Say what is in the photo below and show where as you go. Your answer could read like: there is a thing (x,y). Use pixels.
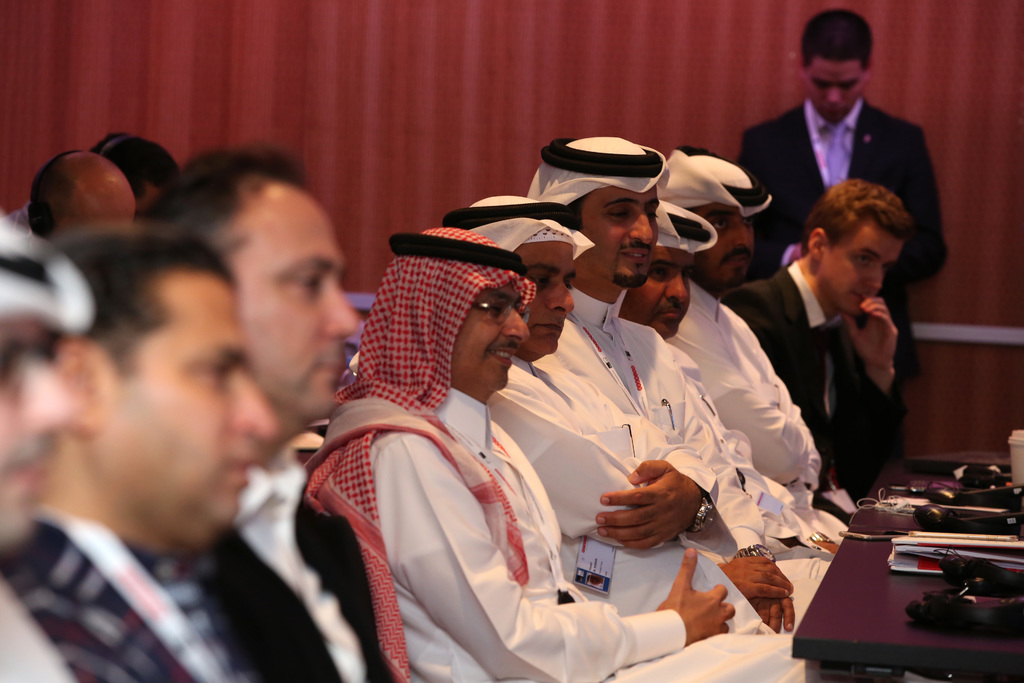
The image consists of many arab man (567,359) and other men (185,582) sat in front of table (876,603), this seems to be a meeting room (590,124).
